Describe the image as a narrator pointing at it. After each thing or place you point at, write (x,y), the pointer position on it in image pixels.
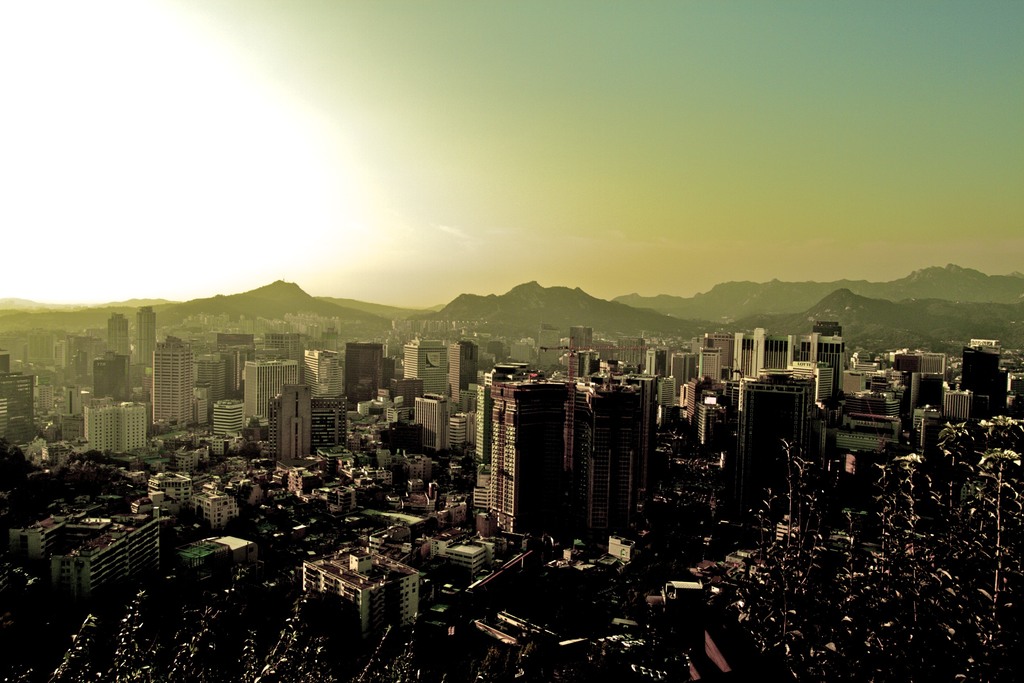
This is an aerial view, in this image there are trees (1002,564), buildings (841,437), houses (225,542), mountains (489,317) and the sky (616,164).
